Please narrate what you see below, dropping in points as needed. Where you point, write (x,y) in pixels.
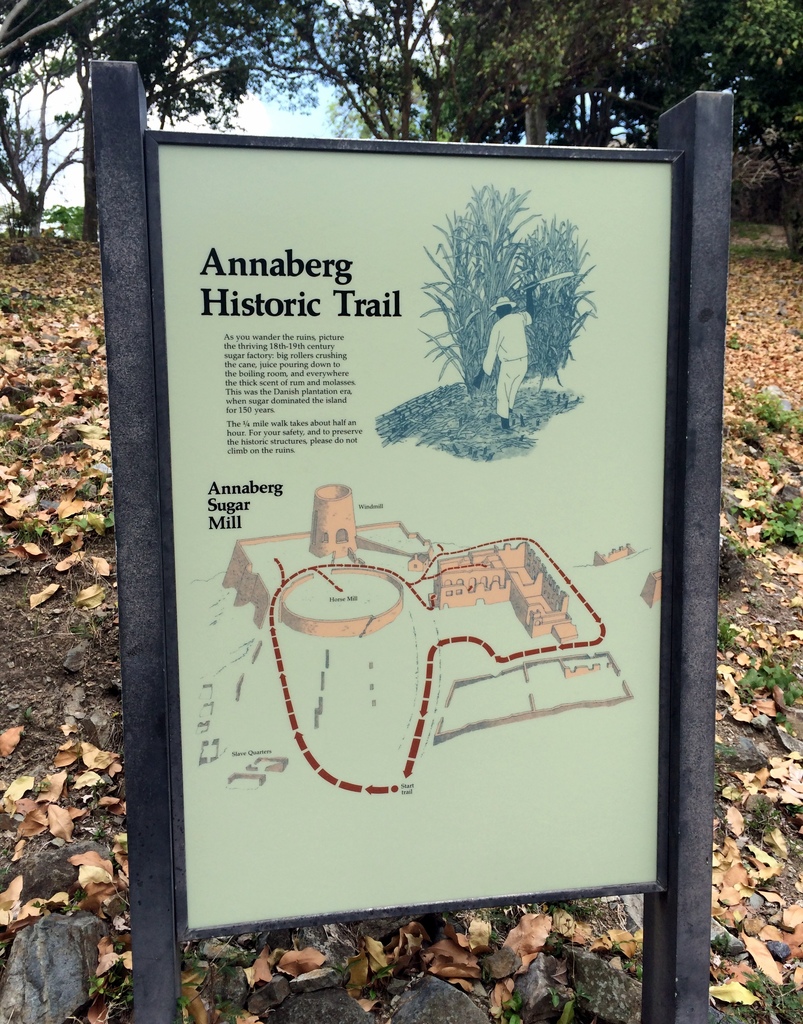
In this image, we can see a board (341,744) with poles (690,899). At the bottom (586,955), we can see few stones (636,1023). Top of the image (53,62), there are so many trees (402,114) we can see. On the board (475,631), we can see some images (476,626) and text (302,372).
